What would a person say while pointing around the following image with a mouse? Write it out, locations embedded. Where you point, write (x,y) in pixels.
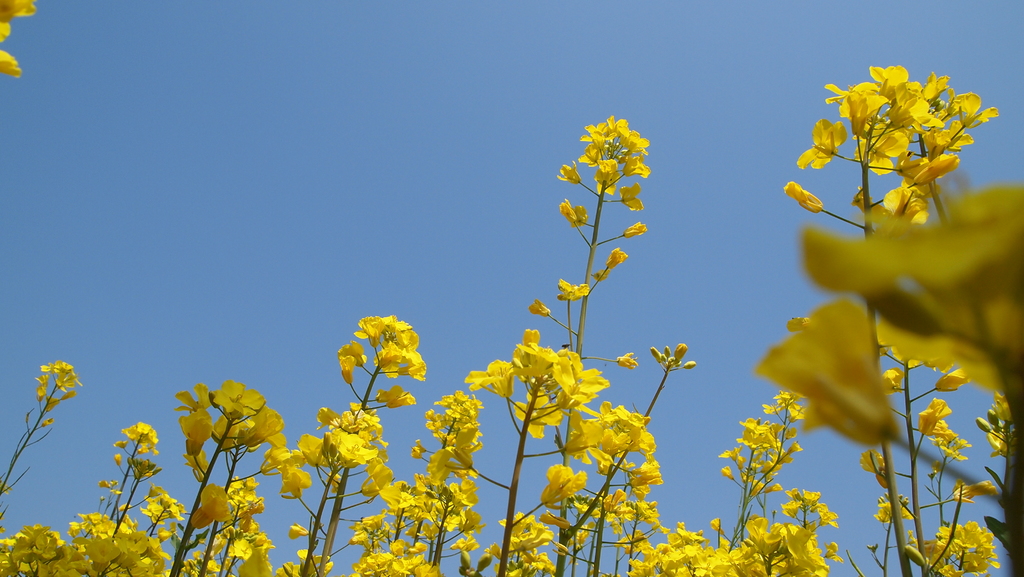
In this image, we can see some flowers (784,342) on the blue background (220,172).
